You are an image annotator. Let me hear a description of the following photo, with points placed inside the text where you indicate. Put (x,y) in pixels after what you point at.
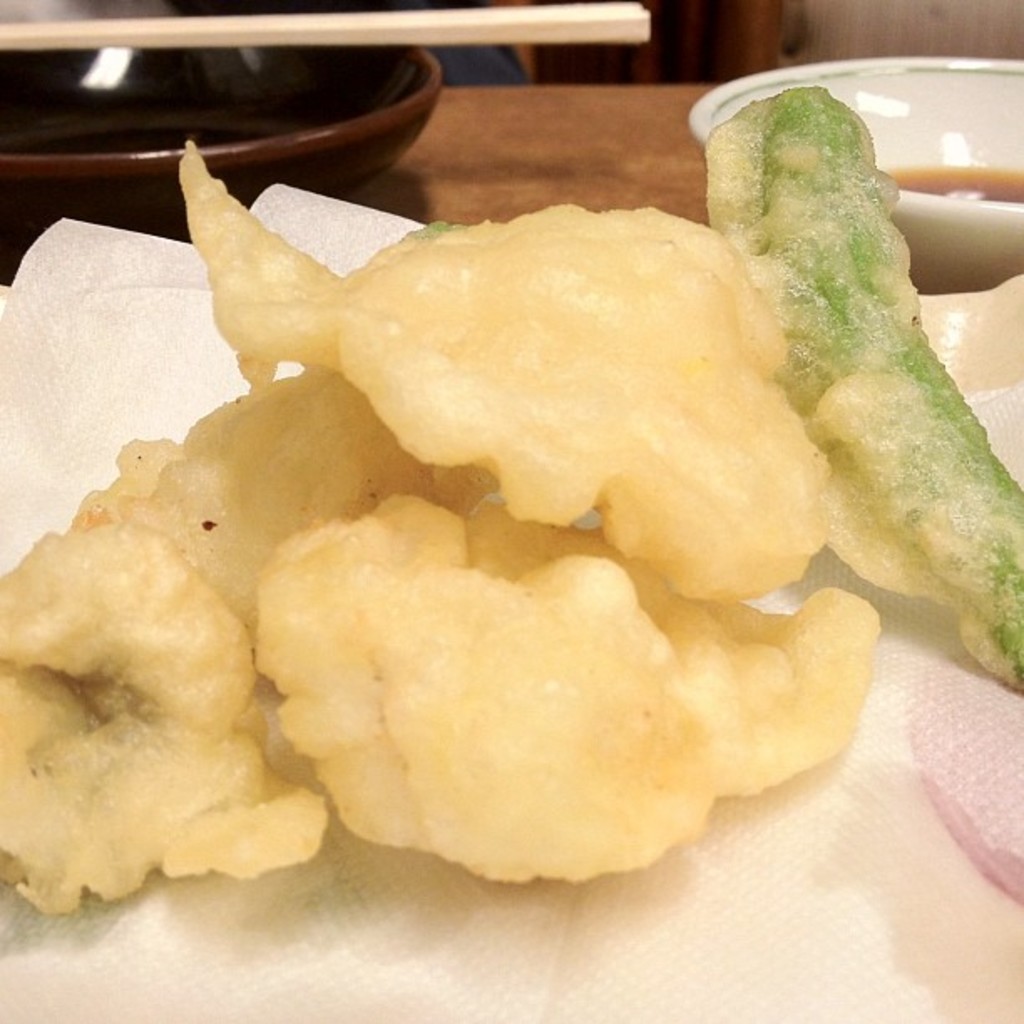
In this image we can see a serving plate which consists of fritters (506,513) in it, chopsticks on a bowl (418,107) and a sauce bowl (984,230).
